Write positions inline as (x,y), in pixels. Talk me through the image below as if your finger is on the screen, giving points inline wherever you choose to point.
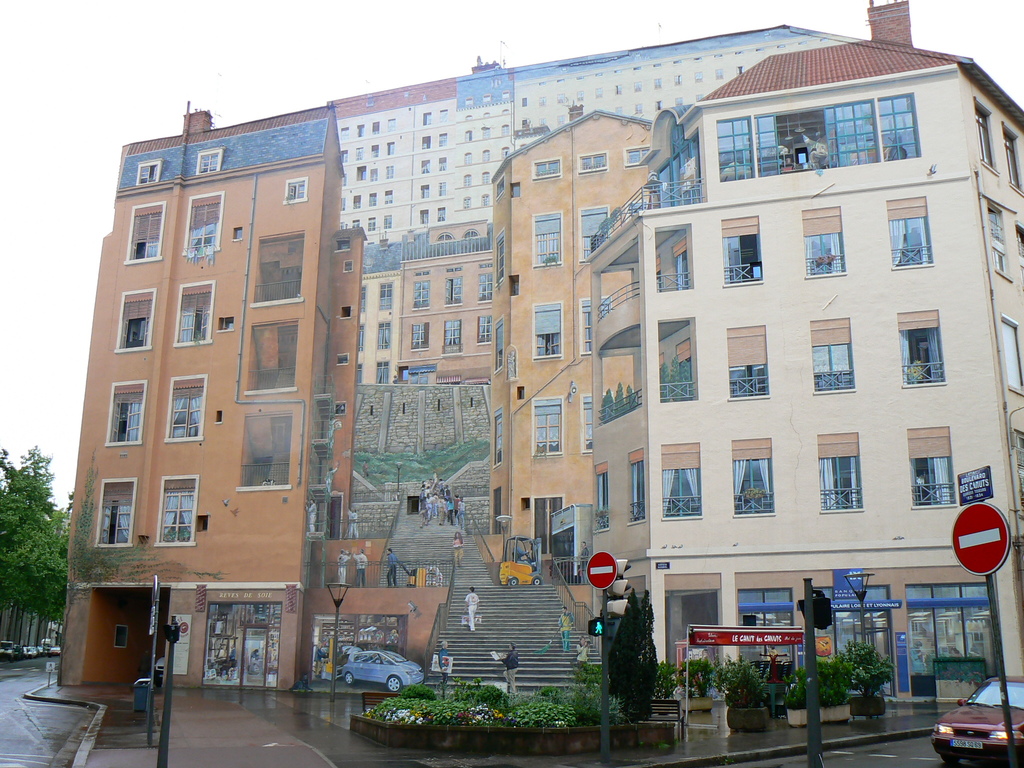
In this image we can see many buildings (551,347) and they are having many windows (677,337). There are many people (461,555) in the image. There are staircases (518,631) in the image. There are few store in the image. There are few boards (977,559) in the image. There are few vehicles (39,646) in the image. There are few trees (30,540) and many plants (420,718) in the image. There is a sky (124,108) in the image. There is a road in the image.
